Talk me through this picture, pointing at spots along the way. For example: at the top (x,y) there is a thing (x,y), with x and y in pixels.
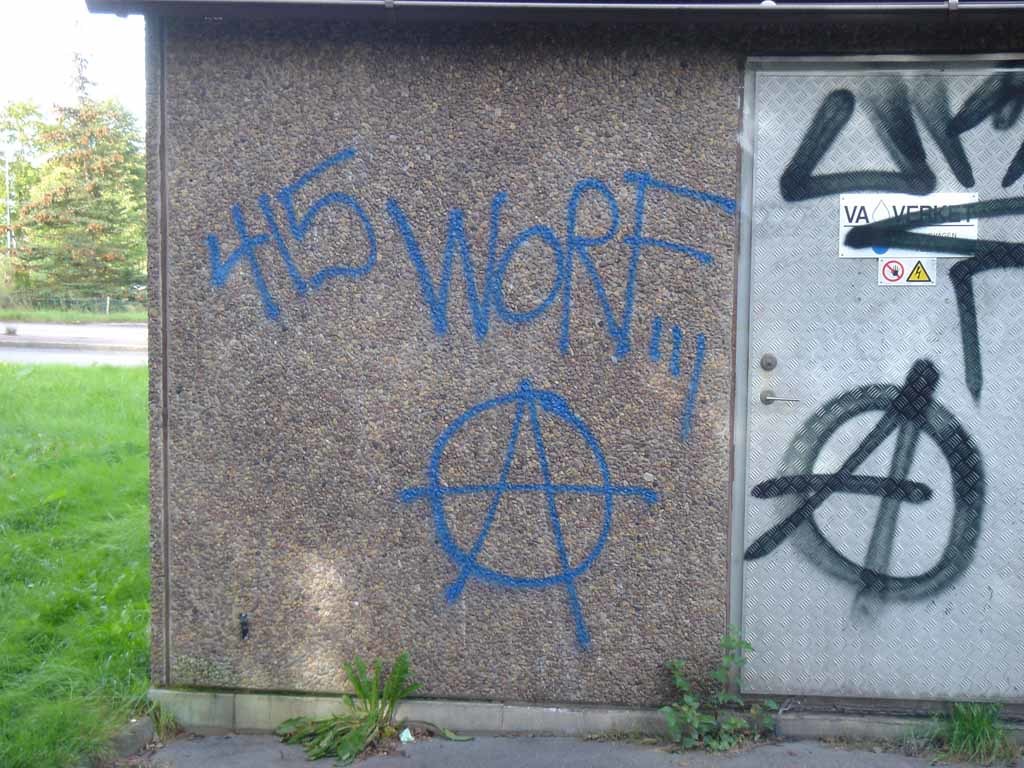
In this image, I can see a poster (878,232) attached to the door (864,580) and there is a painting (687,246) on the wall (680,305) and a door (808,327). At the bottom of the image (340,748), I can see the plants (340,732). On the left side of the image (65,553), there are trees (75,263), grass (64,318) and a pathway (90,343). In the background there is the sky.
